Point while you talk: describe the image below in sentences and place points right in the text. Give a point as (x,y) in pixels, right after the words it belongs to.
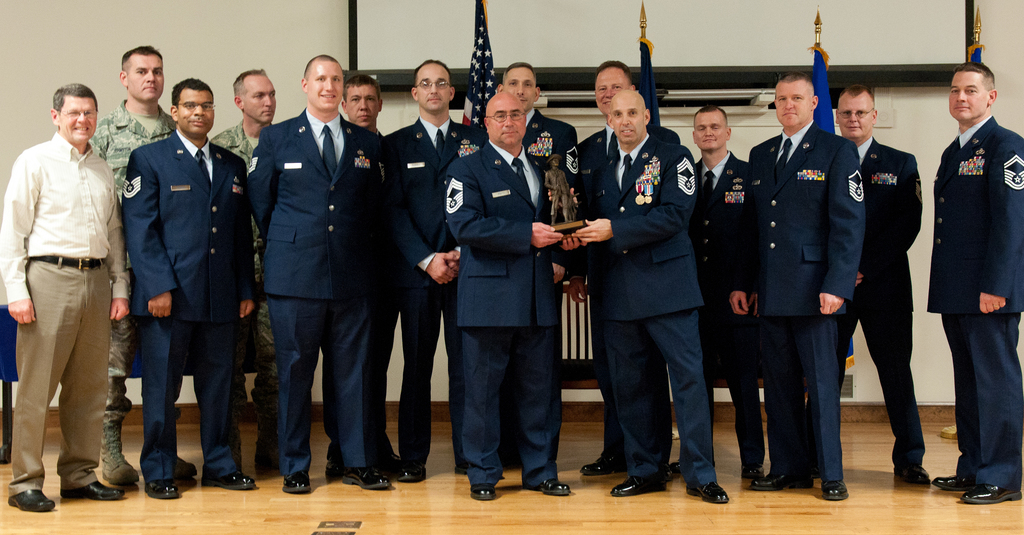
In this picture I can see number of people (889,371) who are standing in front (987,229) and I see that these 2 men (525,176) are holding a thing (574,222) in their hands (548,236). In the background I see the flags (648,59) and on the wall (15,56) I see the white color screen (908,21) and on the bottom of this image (405,490) I see the floor (576,487).
